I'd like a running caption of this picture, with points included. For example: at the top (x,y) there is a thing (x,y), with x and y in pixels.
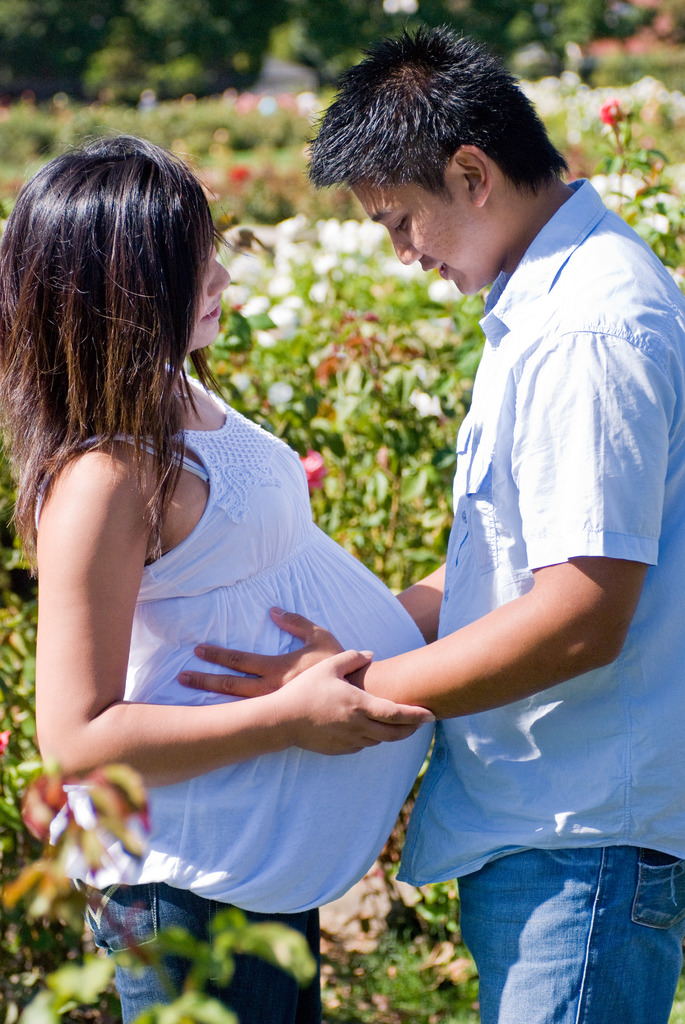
In this image I can see two people (361,591) with the white and blue color dresses (328,621). In the background (361,361) I can see some flowers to the plants (425,447). These flowers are in white and red color. In the background (272,108) I can see few plants (143,83) and trees (274,36).
